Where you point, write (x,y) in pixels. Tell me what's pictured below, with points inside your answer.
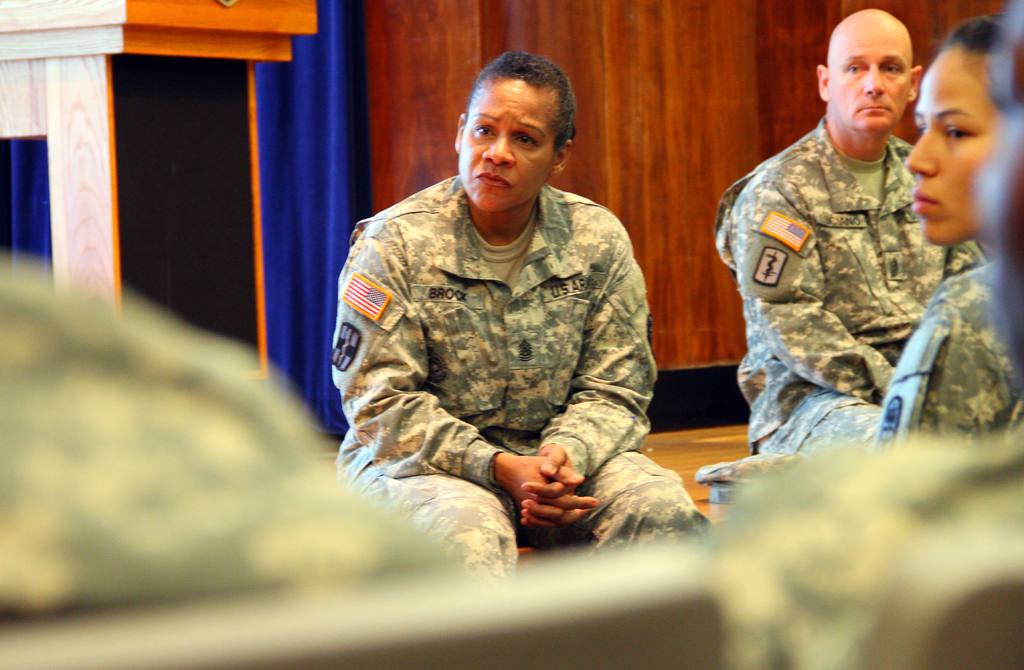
In this picture I can see 2 women (958,225) and a man (774,276) who are sitting and I see that all of 3 of them are wearing army uniform (724,225). In the background (440,19) I can see the brown color wall (449,86) and blue color cloth (316,198) and I see that it is blurred in the front (207,617).
